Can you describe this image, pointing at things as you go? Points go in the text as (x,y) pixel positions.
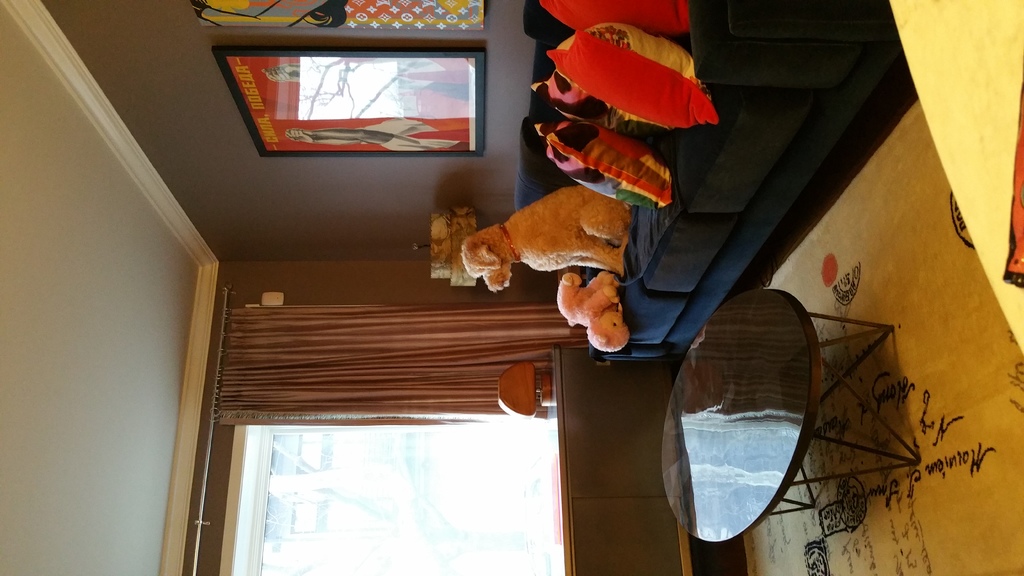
In this image, I can see a teapoy (745,383). This is a couch (688,137) with a toy (607,296) and cushions (655,179). I can see a dog (545,271) sitting on the couch (664,249). These are the frames (351,73) attached to the wall (284,177). This looks like a table (600,424) with an object (544,389) on it. I can see a curtain (432,339) hanging to the hanger (199,536). This looks like a window (345,481). This is a carpet (923,300) on the floor (894,254).
